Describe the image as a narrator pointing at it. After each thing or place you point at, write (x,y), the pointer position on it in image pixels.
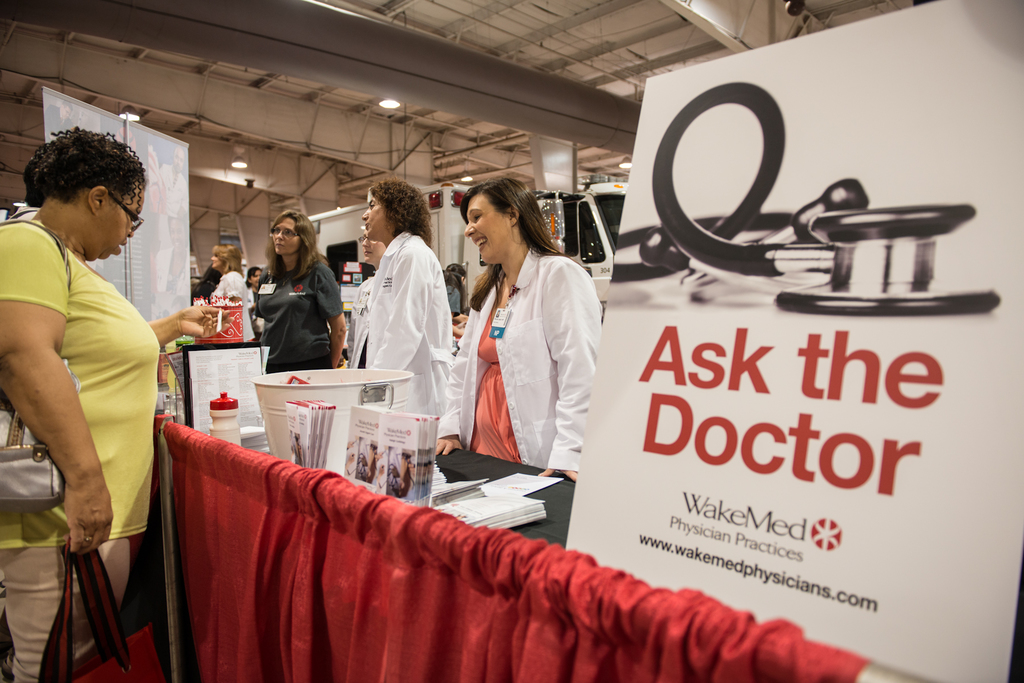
In this picture we can see three girls (516,308) wearing white aprons (435,327) and standing in the front (378,345). On the left corner (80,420) we can see a woman (97,383) wearing a green t-shirt (132,374) standing in the front (89,361). On the right corner (735,417) we can see white board (863,408) on which "Ask the Doctor" is written. Above we can see the metal shed (635,15) and some lights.
